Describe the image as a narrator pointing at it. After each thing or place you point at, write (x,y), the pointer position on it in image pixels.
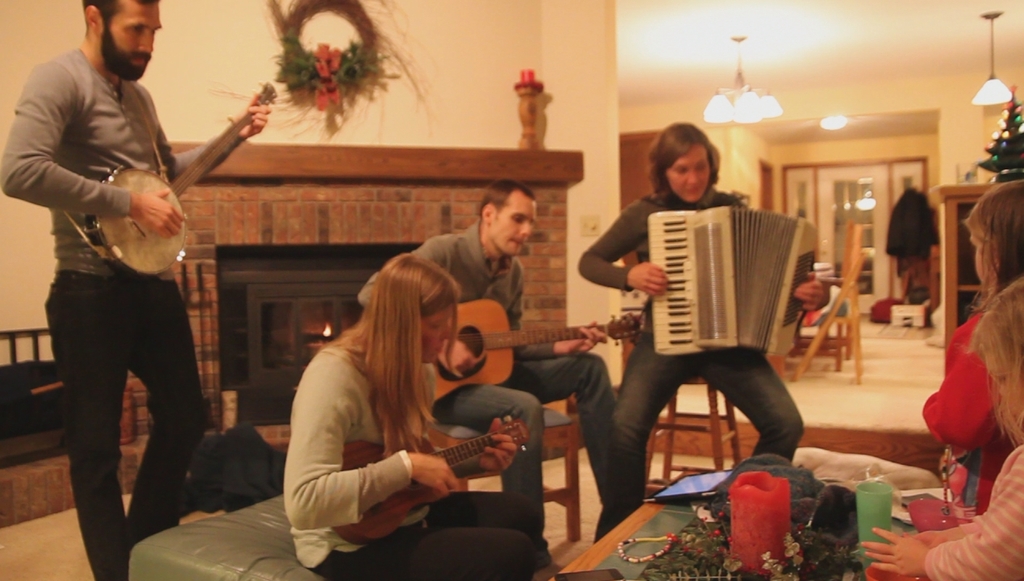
A person (60,90) on the left corner (109,166) is holding a musical instruments (147,233) and playing. A lady (345,406) is sitting on a sofa (229,550) and playing a ukulele (383,502). A man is also playing guitar (482,370) sitting on a chair (450,435). A woman (649,374) is holding accordion (709,297) sitting on a stool (715,397) and playing. There is a table (635,530). On the table (736,545) there are some flowers (698,538), candle (757,504), tablet (705,487) and a glass (864,508). In the background (630,116) there is a wall (452,45), wreath (366,43) and a brick wall (336,201). Also there is a chandelier (721,118), door (858,190), chairs (858,270), Christmas tree (986,163) and lights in the background (1014,138).
